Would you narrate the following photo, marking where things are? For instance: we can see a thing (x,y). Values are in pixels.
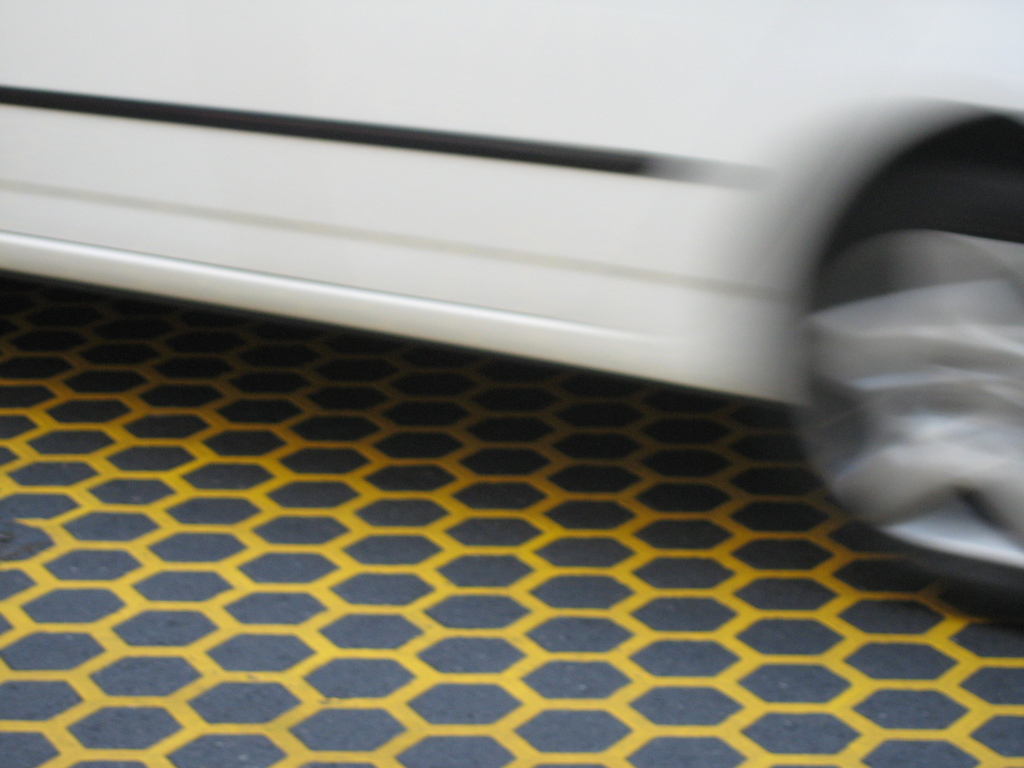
In this picture we can see a vehicle (617,204) on the ground (590,379).
